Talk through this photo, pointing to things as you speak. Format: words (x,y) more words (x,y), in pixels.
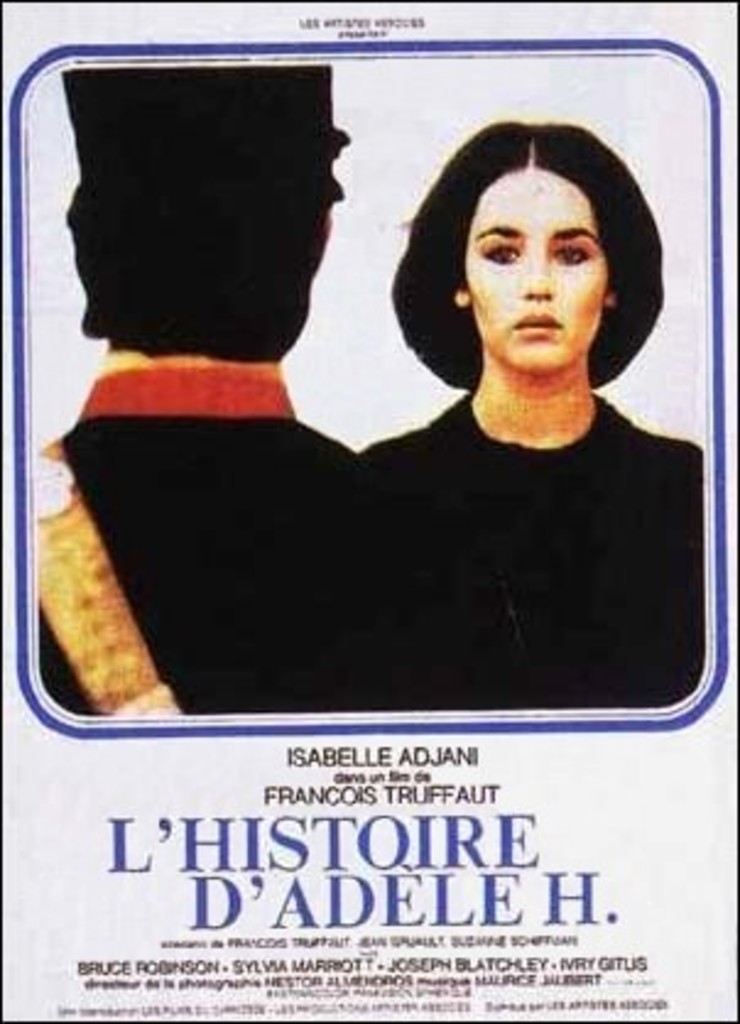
This might be a poster, in this image at the top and bottom there is text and in the center (467,402) there are two people (504,396).
